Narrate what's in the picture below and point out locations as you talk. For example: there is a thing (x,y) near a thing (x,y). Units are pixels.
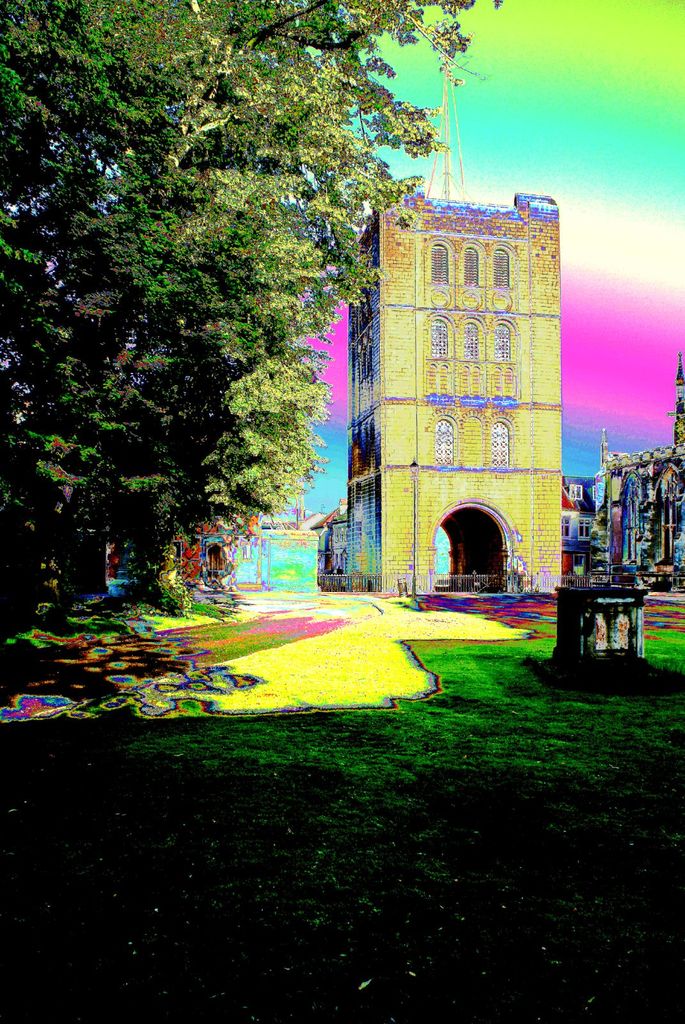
In this image we can see grass (382,947), fence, trees (184,503), buildings (654,549), tower (512,249) and the colorful background (583,50).
